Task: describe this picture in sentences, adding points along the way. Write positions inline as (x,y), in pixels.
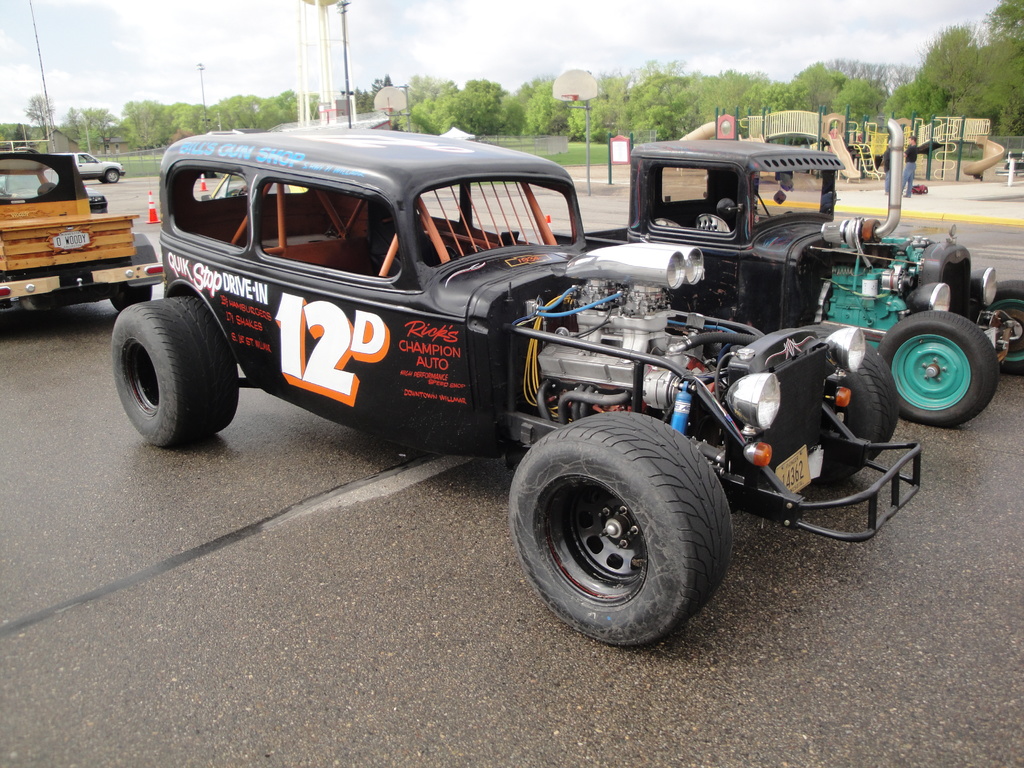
In the image in the center (558,462) we can see few vehicles (533,294) on the road (256,424). In the background (374,7) we can see the sky (93,1), clouds (578,25), trees (948,93), poles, sign boards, traffic poles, fence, road (278,456) and play area (932,127).
